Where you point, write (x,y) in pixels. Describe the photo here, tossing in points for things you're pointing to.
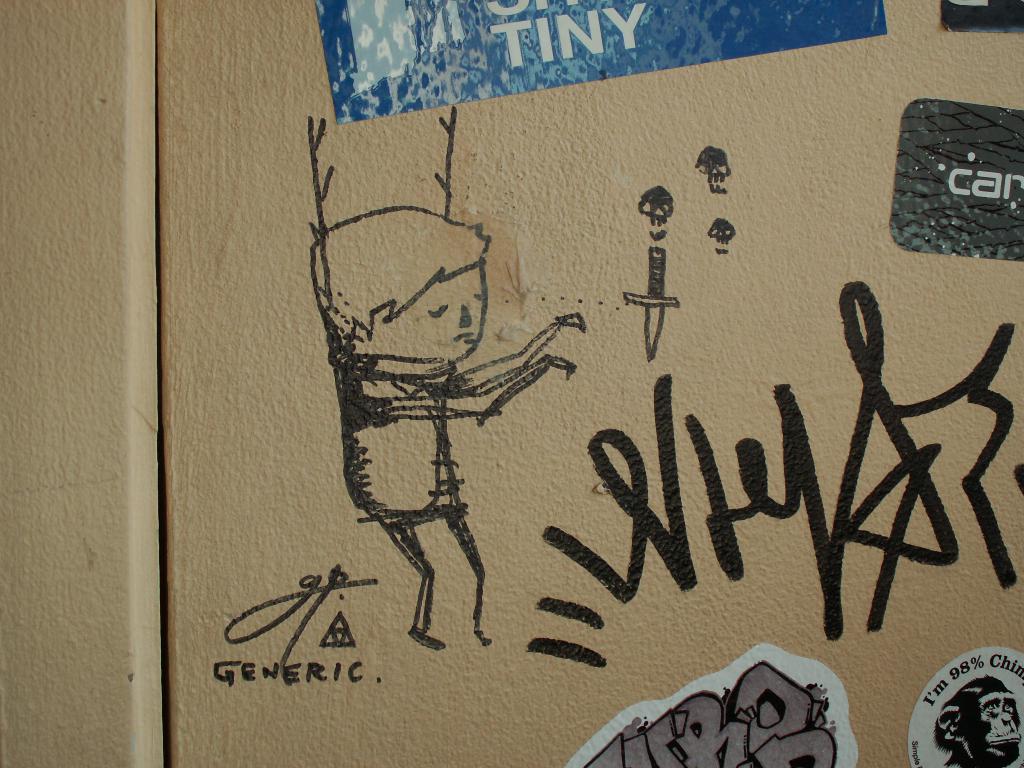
This image consists of something drawn. There are some papers (666,33) posted at the top (525,91) and bottom.
